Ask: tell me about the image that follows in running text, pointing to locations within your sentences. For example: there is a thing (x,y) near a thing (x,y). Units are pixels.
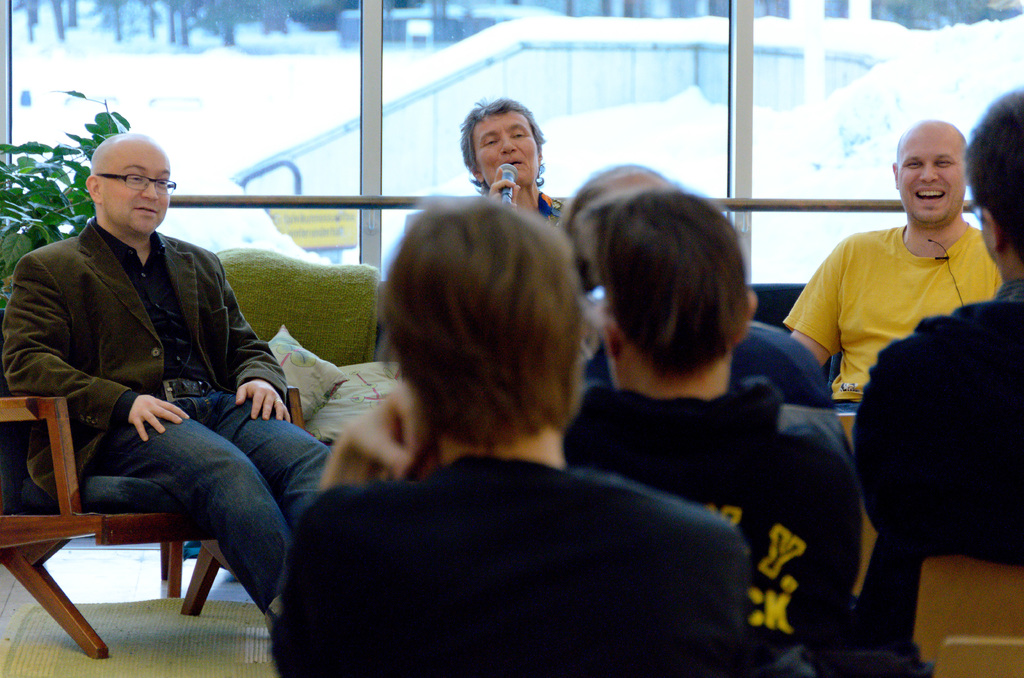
In the image we can see there are people (133,383) who are sitting on sofa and a woman (535,209) over here is holding a mike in her hand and in front of her there are people (816,436) sitting.
